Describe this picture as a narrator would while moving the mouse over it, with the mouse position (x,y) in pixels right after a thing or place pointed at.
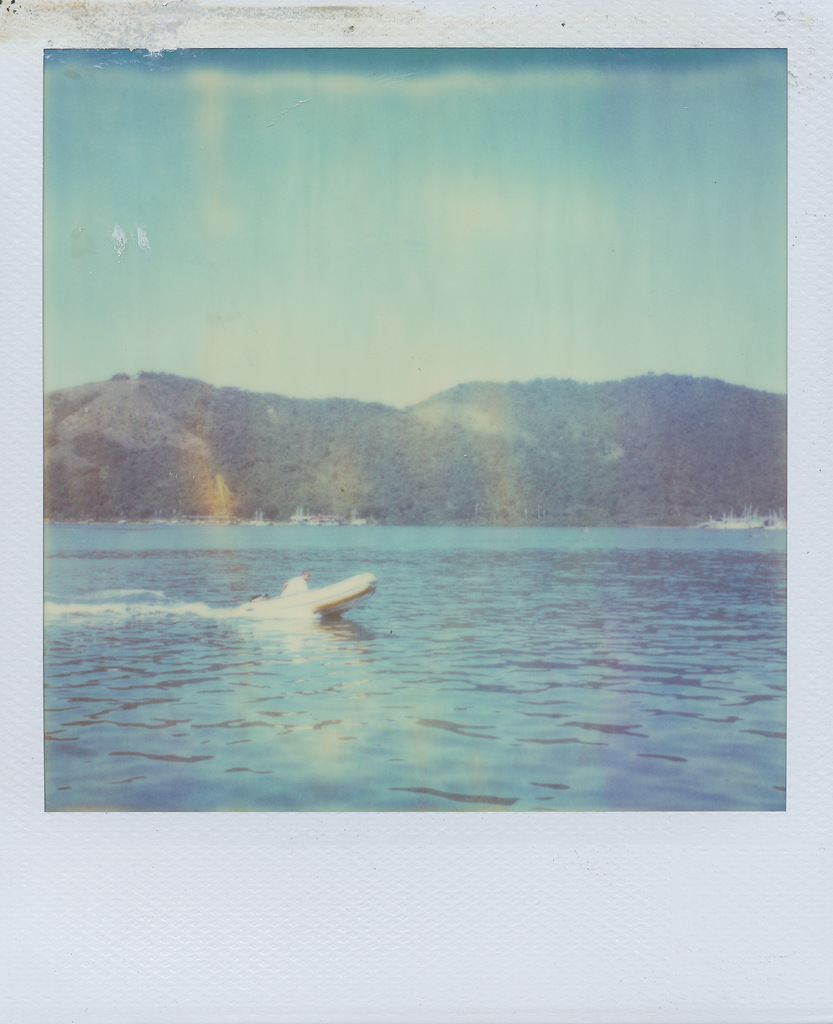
This image consists of a photograph in which, we can see a boat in the water (477,674). In the background (470,466), there are mountains (252,424). At the top (404,302), there is sky (263,177).
